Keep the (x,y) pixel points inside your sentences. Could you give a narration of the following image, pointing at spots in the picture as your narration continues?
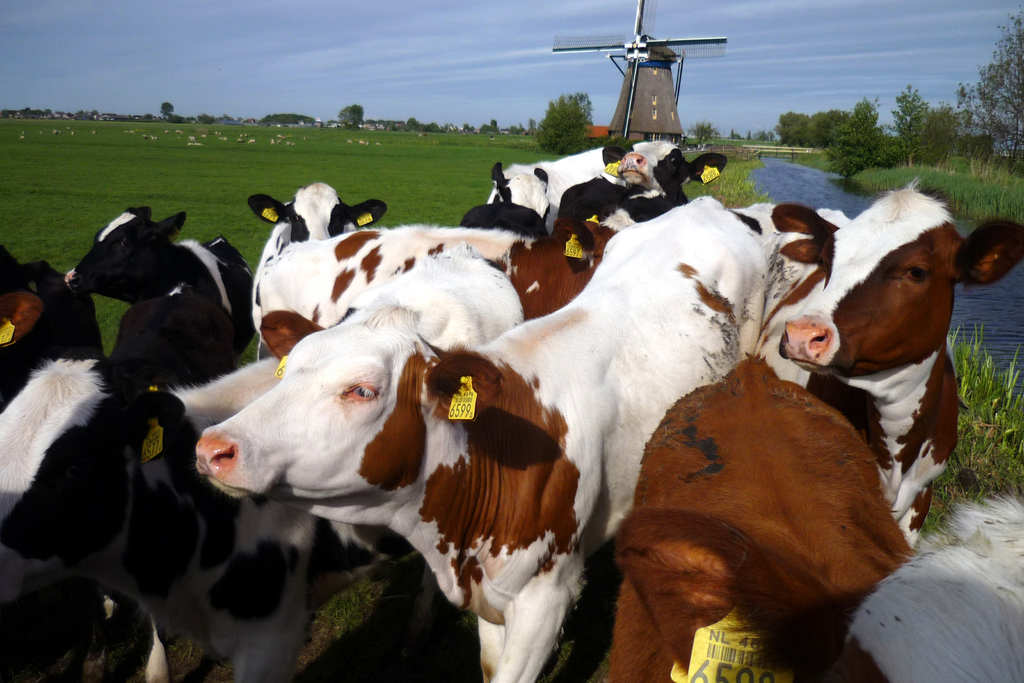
In this image we can see cows (722,476). Some cows (686,454) have tags (462,378) on the ears (428,368). In the background (337,147) there is grass (276,155). Also there are trees (869,155). On the right side (801,169) there is water (802,179). And there is a wind power mill (634,104). In the background (581,57) there is sky (857,38).
